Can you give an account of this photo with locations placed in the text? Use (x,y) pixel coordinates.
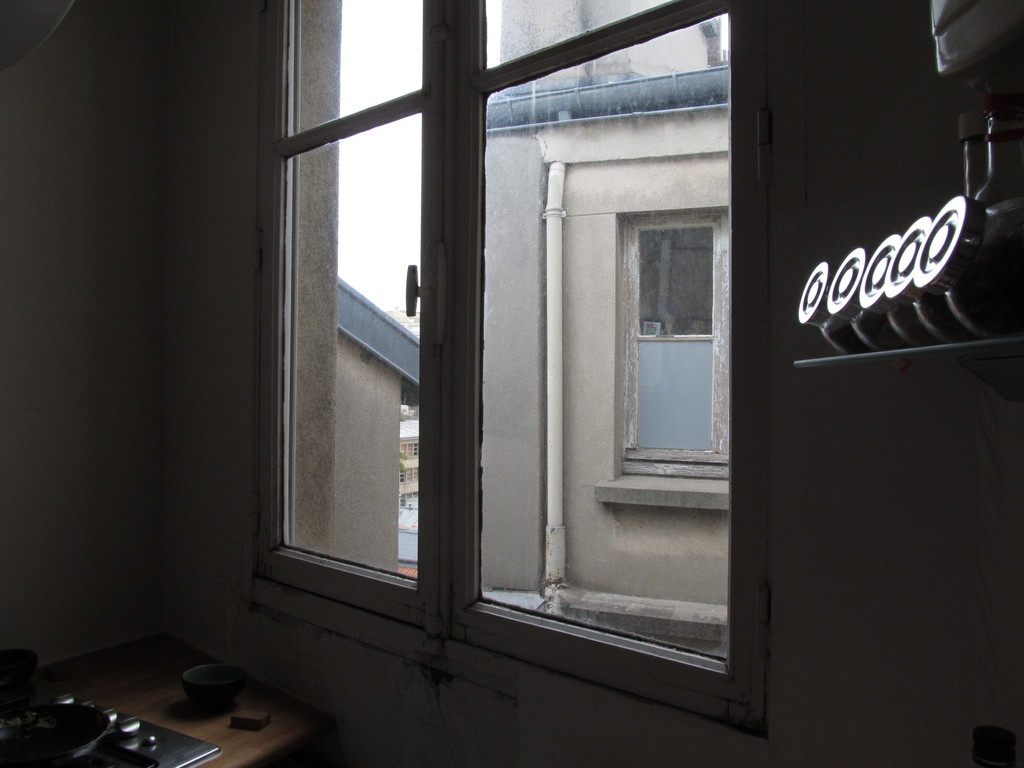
We can see objects (109,744) on the table (153,636) and we can see wall (891,519) and glass window (502,523), through this glass window (410,420) we can see wall (517,249), window (692,426) and sky (408,245).
